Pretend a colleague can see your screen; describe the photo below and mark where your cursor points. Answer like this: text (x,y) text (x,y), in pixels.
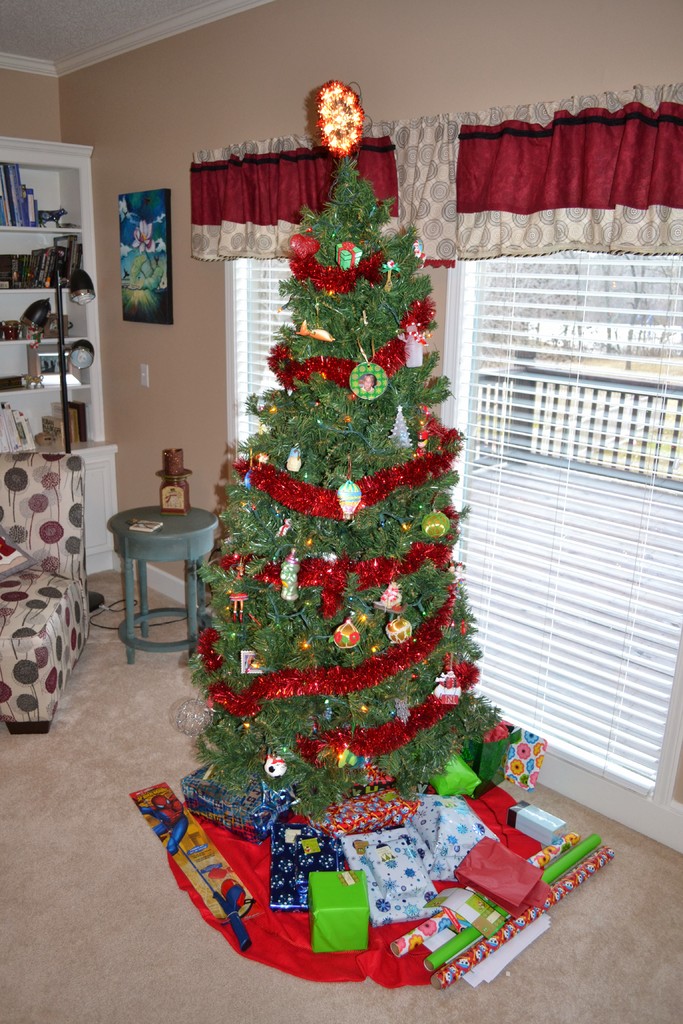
A Christmas tree (302,580). This are windows (566,532) with curtains (590,187). This is a rack (65,198) with books (43,253). This is a light (61,264) with pole (61,278). A couch (74,457). Table (121,523). Picture (142,226) on a wall (175,140). Gifts (321,895) in-front of tree (340,714).
